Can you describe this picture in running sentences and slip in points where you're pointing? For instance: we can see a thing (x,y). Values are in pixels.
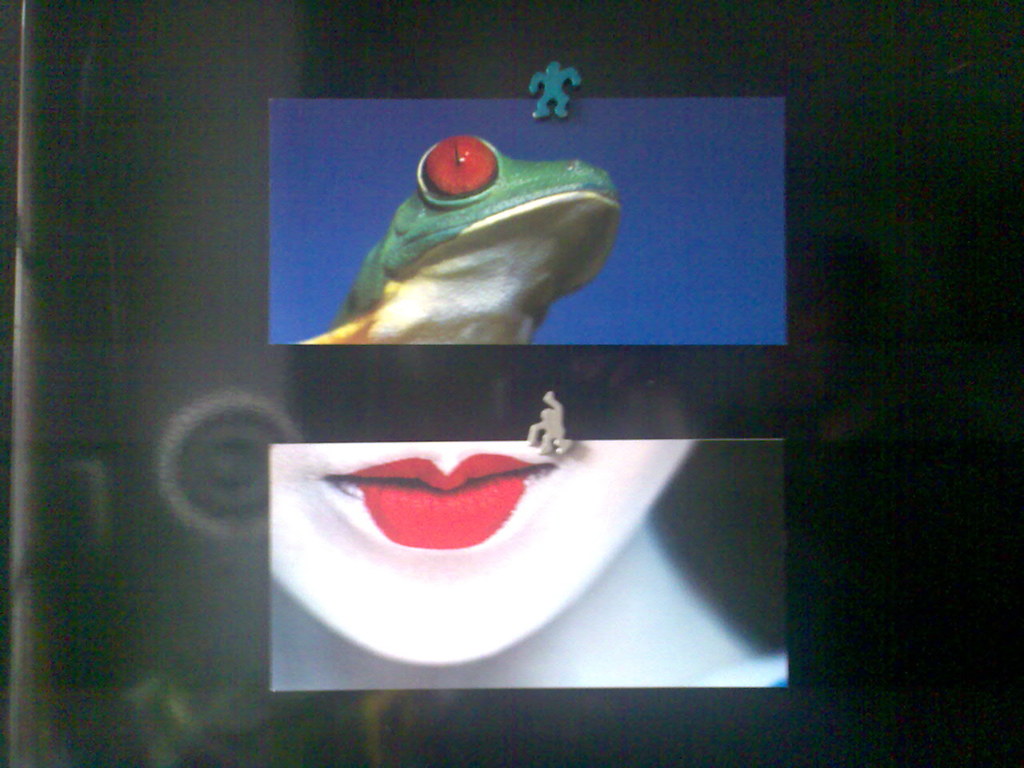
In this image we can see pictures (743,183) placed on the glass (483,380) with the help of pins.
